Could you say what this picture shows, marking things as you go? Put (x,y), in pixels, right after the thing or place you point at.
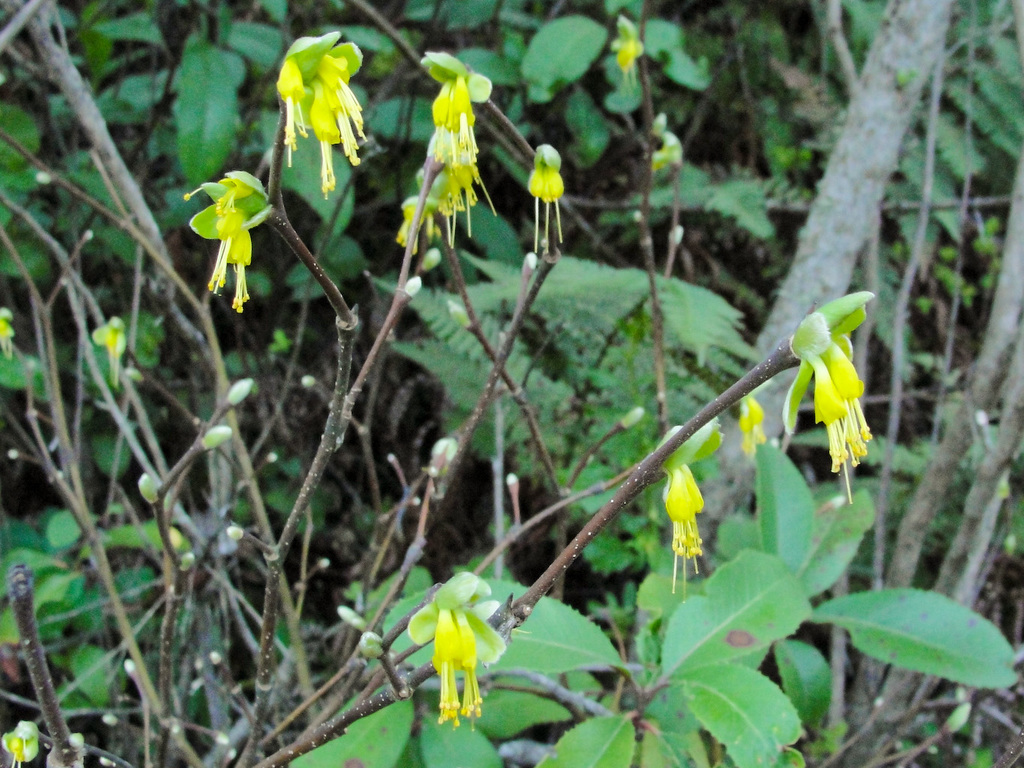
In the foreground of the picture (434,763) there are plants (273,548), flowers (330,123) and buds (370,643). The background (245,423) is blurred. In the background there are trees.
